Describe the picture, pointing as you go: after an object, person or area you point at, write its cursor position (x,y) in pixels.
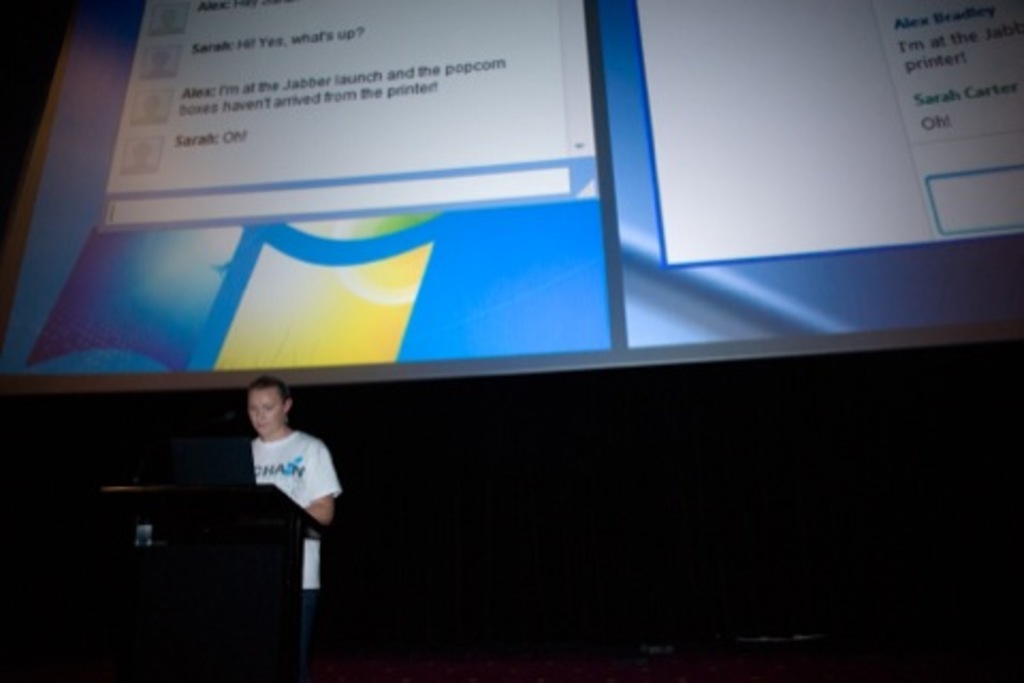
In the image there is a man (326,474) standing in front of a table (228,510) and on the table (229,495) there is a laptop (253,479) and behind the man (264,391) there is a screen (280,276) displaying some images (545,156).
